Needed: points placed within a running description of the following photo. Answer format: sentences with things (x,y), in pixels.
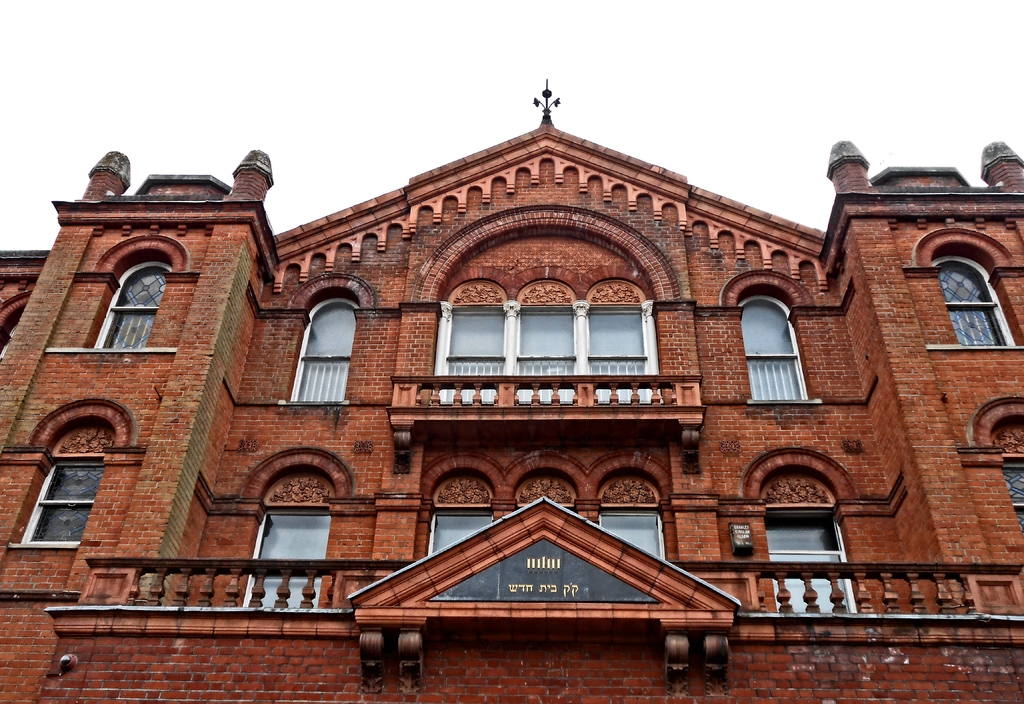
In this image there is a building (754,358). In the background (765,131) there is sky (346,128).
